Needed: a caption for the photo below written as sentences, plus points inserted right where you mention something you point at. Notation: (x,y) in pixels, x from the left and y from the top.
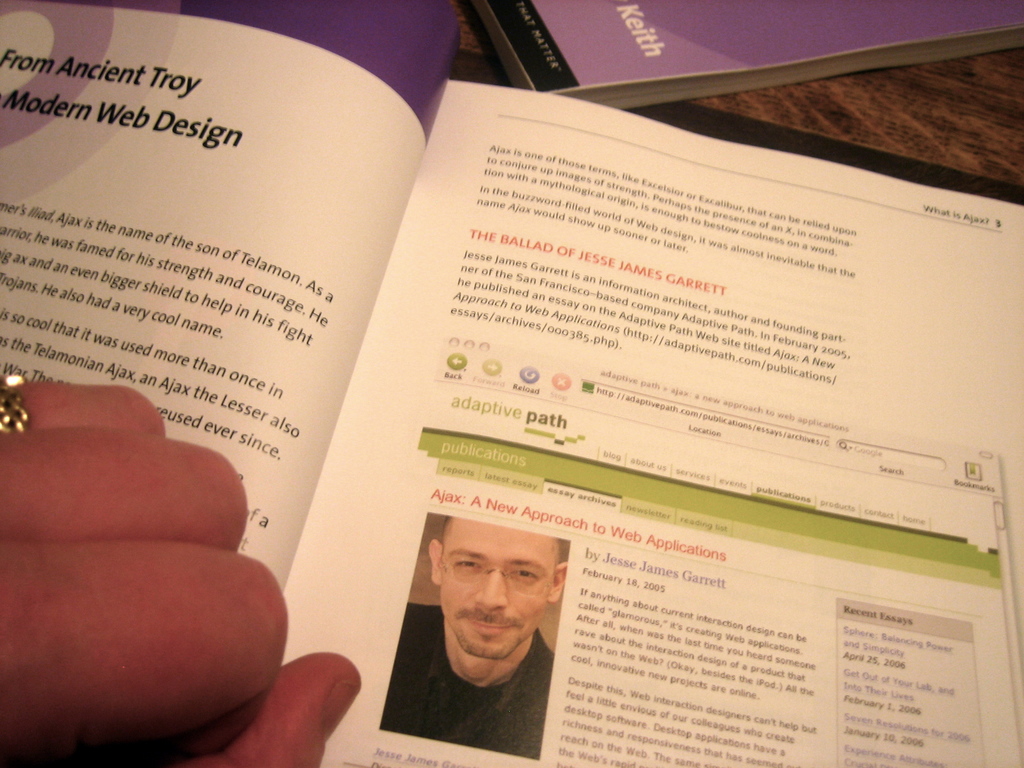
In this image I can see a book (464,352) and in the book (293,316) I can see something is written and a picture (527,558) of a person (496,645) wearing black colored dress (440,630). I can see a human hand (48,390) to the left bottom of the image (17,584) and another book (519,65) to the top of the image (601,44).
